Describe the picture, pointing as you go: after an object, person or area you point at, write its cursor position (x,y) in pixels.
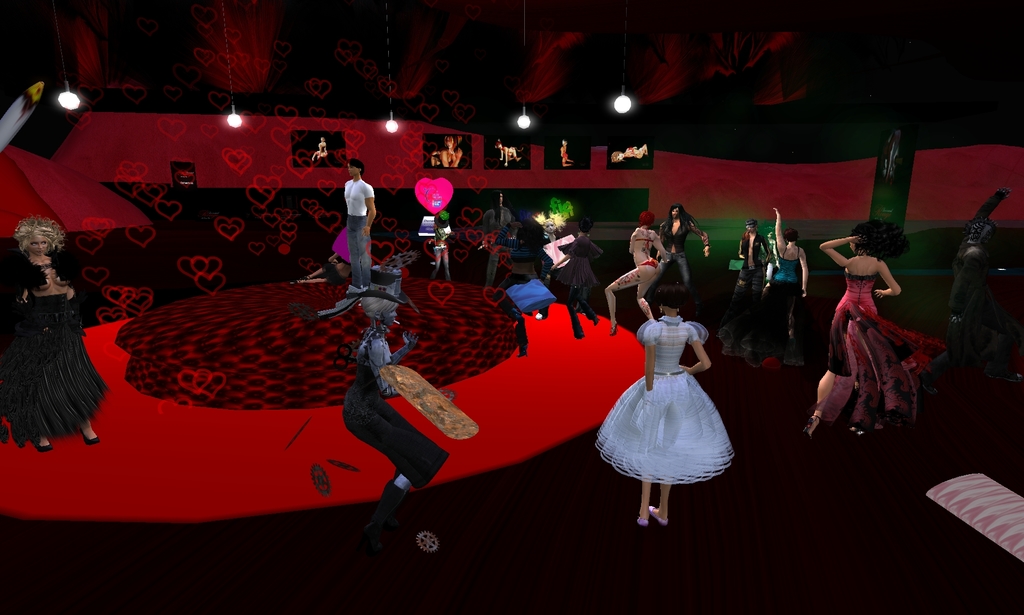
In the image we can see there is an animation picture in which people (387,316) are standing on the floor (453,502) and there are lightings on the top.
